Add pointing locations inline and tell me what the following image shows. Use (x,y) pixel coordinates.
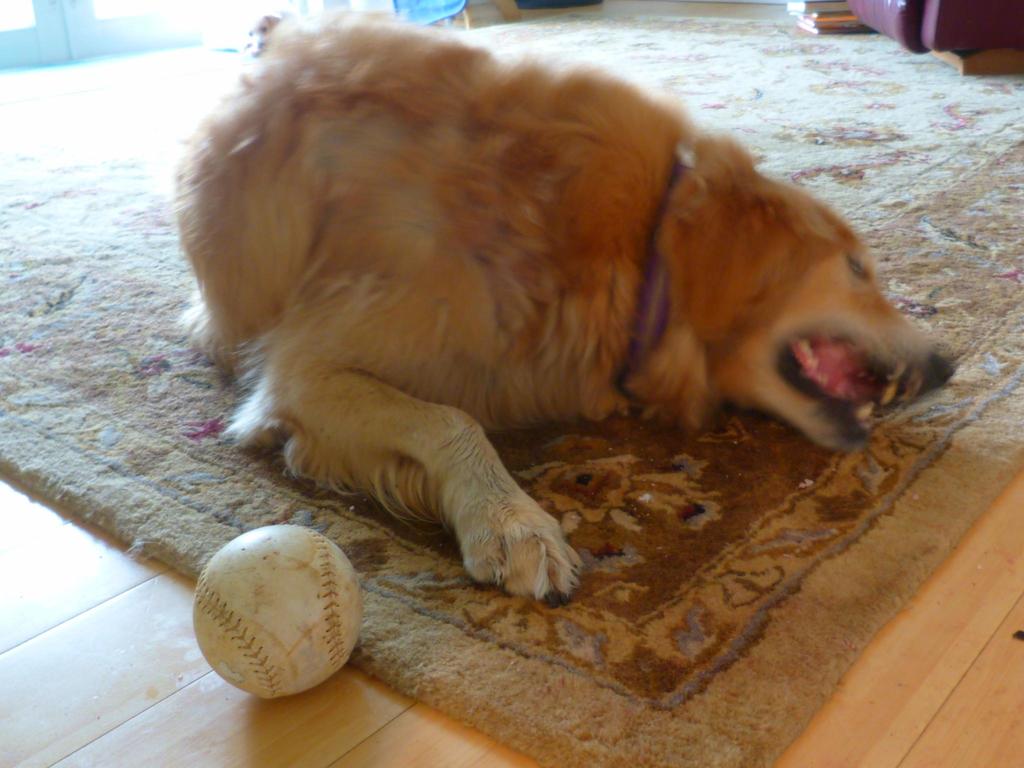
In the picture I can see a dog (730,190) on the carpet (775,147). I can see a ball (256,614) on the floor (339,693) on the bottom left side of the picture (244,590). I can see another dog (250,40) on the top left side of the picture (250,40).
